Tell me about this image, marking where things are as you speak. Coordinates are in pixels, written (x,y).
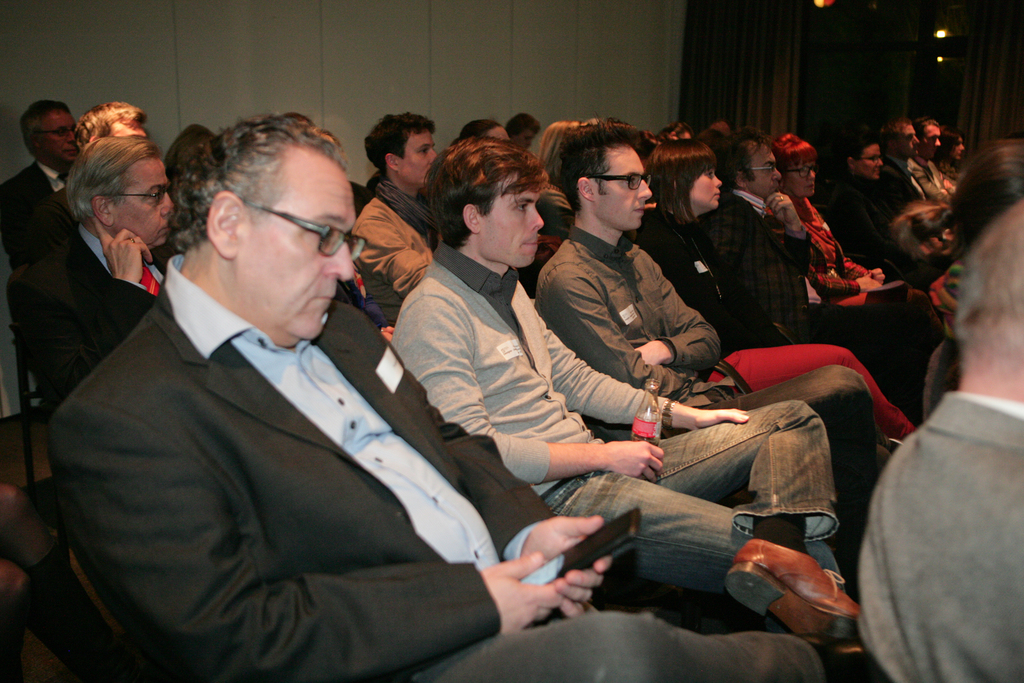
In the image I can see some people (569,345) who are sitting, among them some are holding some things (644,426).
